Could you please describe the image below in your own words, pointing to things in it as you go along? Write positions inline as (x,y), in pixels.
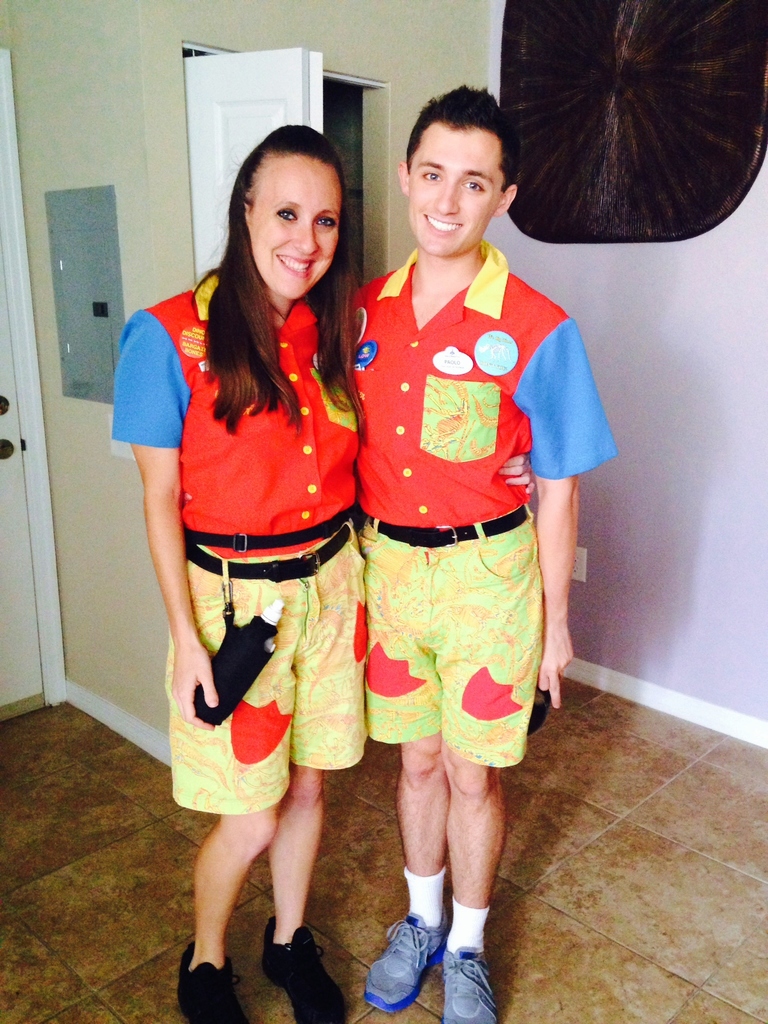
In the center of the picture (276,394) there are two people (190,326) standing wearing the same costume (462,410). On right (645,475) it is wall (712,599), on the wall (758,643) there is a decoration (763,108). On the left (6,635) there is a door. Behind the people (297,127) there is a door (304,121). At the bottom (159,944) it is floor (629,921).
